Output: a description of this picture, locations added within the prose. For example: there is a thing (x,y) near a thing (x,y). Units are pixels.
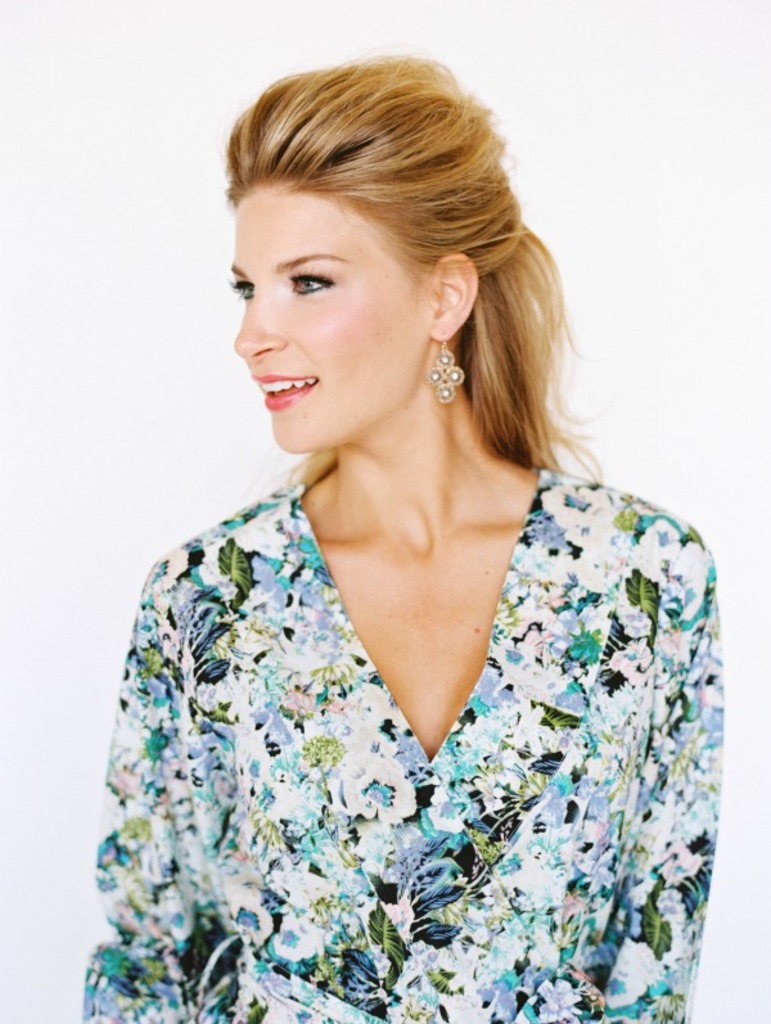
In this image in the center (269,679) there is one woman (506,499) who is smiling, and there is white background (145,288).
